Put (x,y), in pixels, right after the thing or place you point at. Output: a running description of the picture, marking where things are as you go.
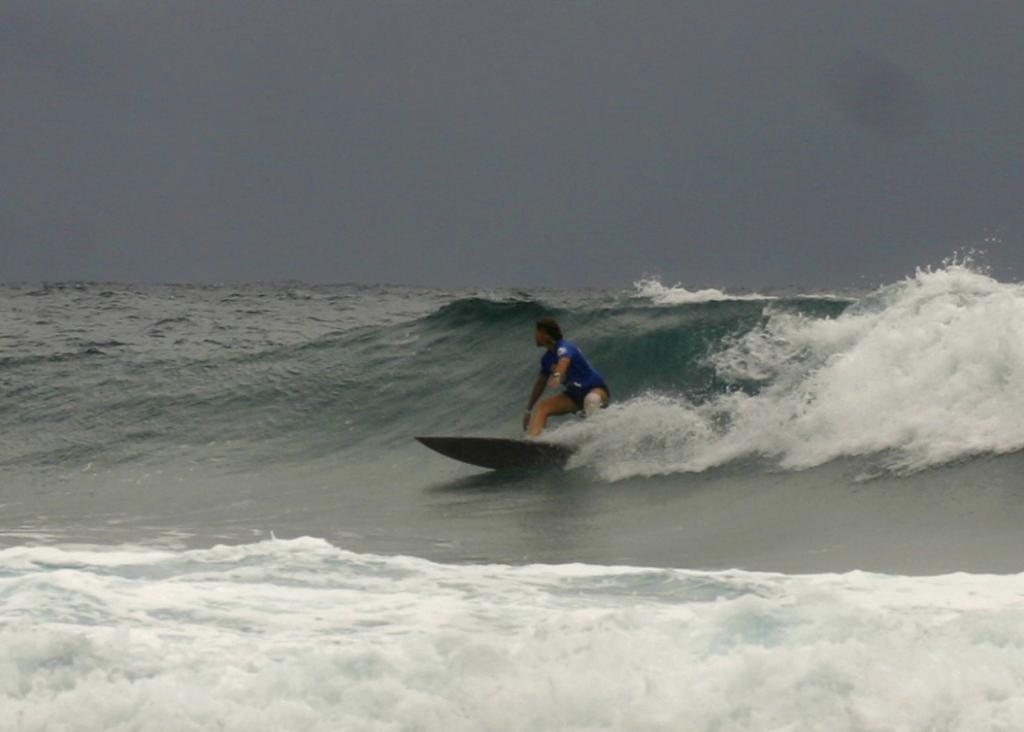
In this image I can see a man (568,355) is surfing the sea (581,421), he wore blue color t-shirt (583,377), at the top (501,117) it is the sky (519,108).
